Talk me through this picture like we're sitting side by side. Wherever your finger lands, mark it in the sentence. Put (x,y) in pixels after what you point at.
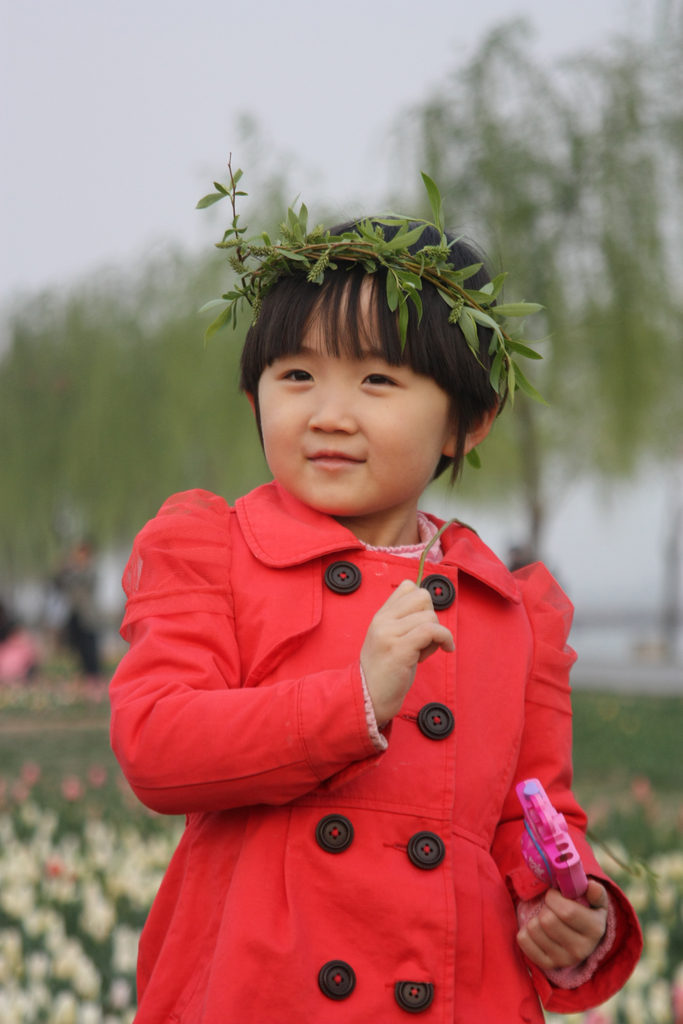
In this image we can see a girl (368,765) is wearing a red color dress (454,794), a crown (513,309) and holding something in her hand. In the background of the image (674,745) is in a blur.
